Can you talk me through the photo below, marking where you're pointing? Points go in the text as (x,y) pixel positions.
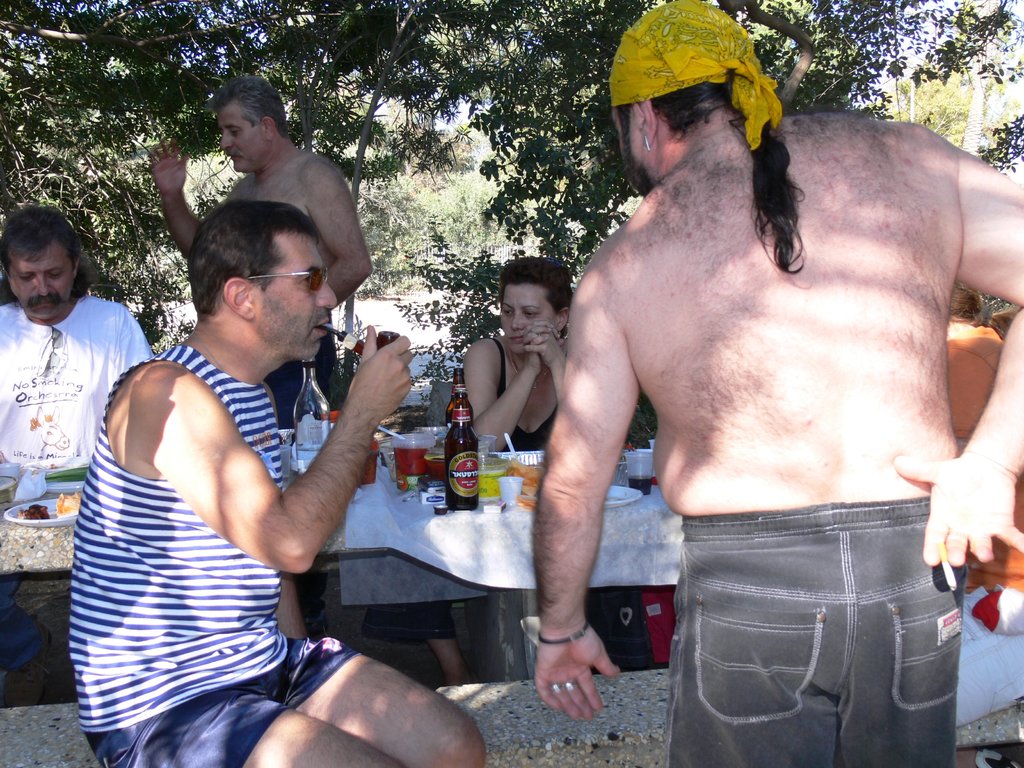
In an open area (346,625) there is a marble table (38,528) and a marble bench (55,723), group of people (140,649) are sitting around the table (24,559). On the table (3,537) there are some drinks (463,457) and food items (501,466) are placed. behind the people (298,344) there are many trees (578,67).
